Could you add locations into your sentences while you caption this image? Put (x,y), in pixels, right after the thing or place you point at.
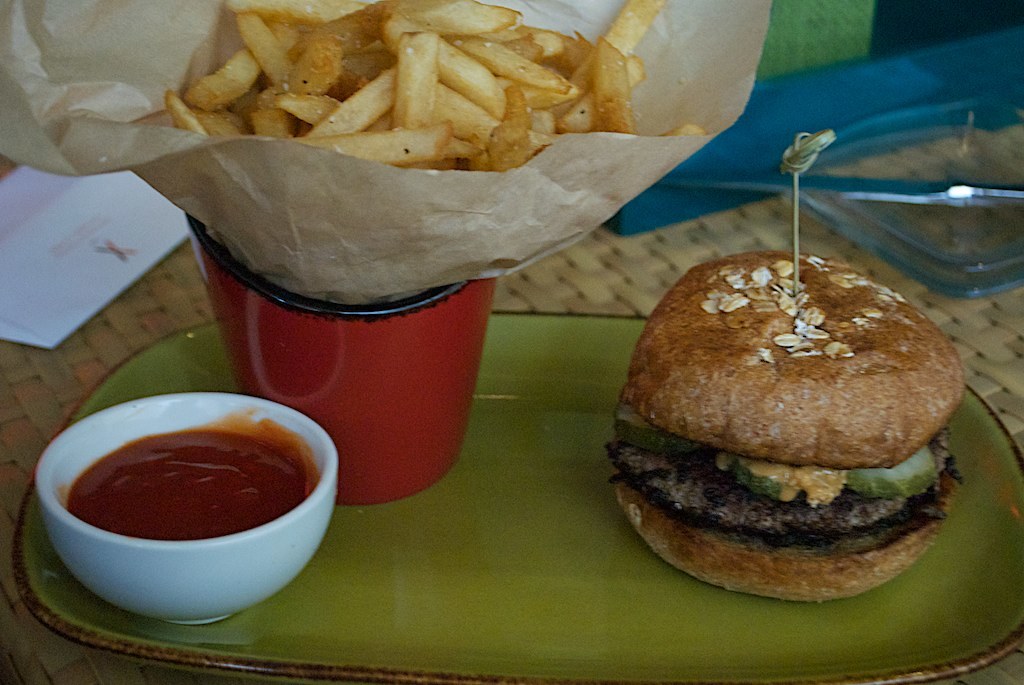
In this image I can see the green color tray (502,609). On the tray (470,534) I can see the white color cup (197,579) with sauce (211,486), red color cup (322,347) with french fries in it and a burger (754,460) to the side. To the side of the tray (573,350) I can see the paper (43,240) and the blue color object (710,194) on the cream color surface (592,290).
